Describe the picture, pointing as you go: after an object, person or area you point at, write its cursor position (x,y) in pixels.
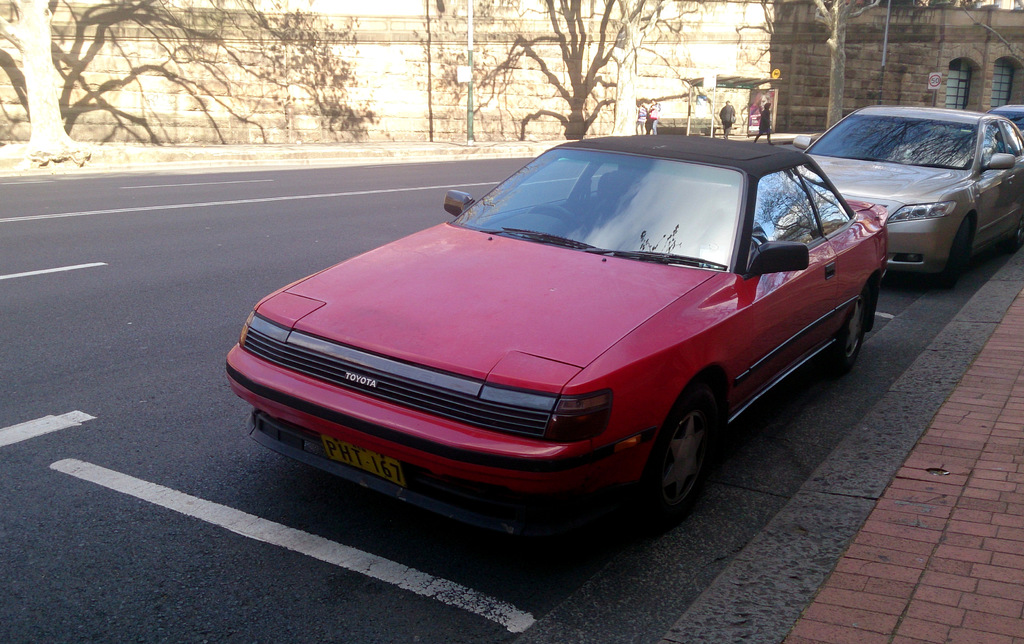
We can see cars (524,208) on the road (549,570). Background (280,59) we can see wall (903,52), trees (833,40) and people (658,106).
